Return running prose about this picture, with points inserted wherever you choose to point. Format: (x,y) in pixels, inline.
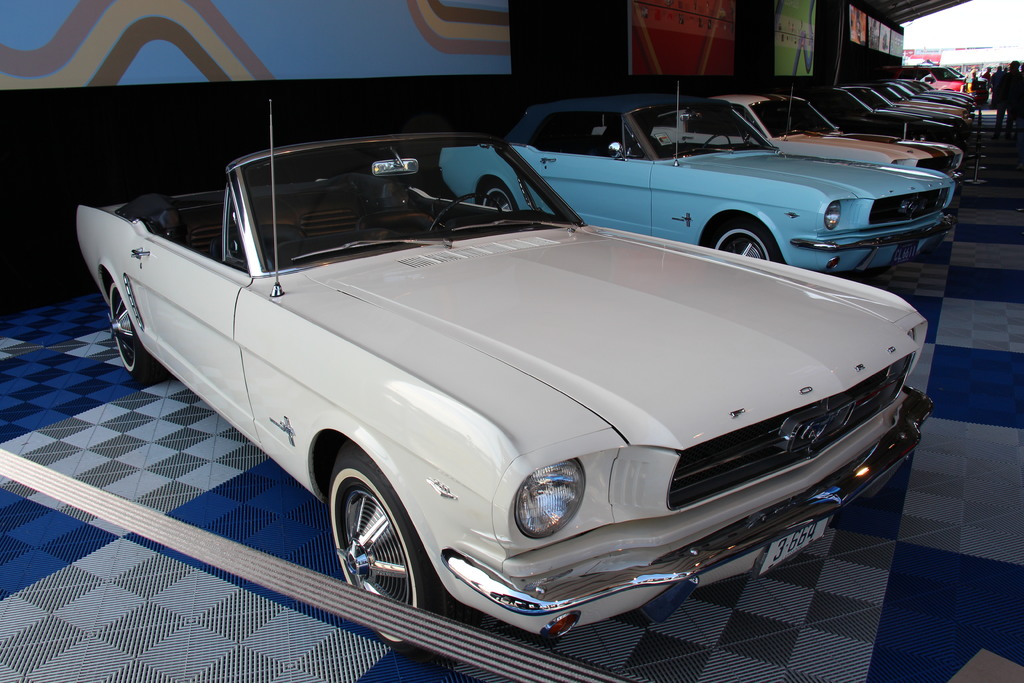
There are cars (769,334) on the floor (823,578). Here we can see boards (444,45) and few persons (1014,75). In the background (1000,23) we can see sky (984,29).
